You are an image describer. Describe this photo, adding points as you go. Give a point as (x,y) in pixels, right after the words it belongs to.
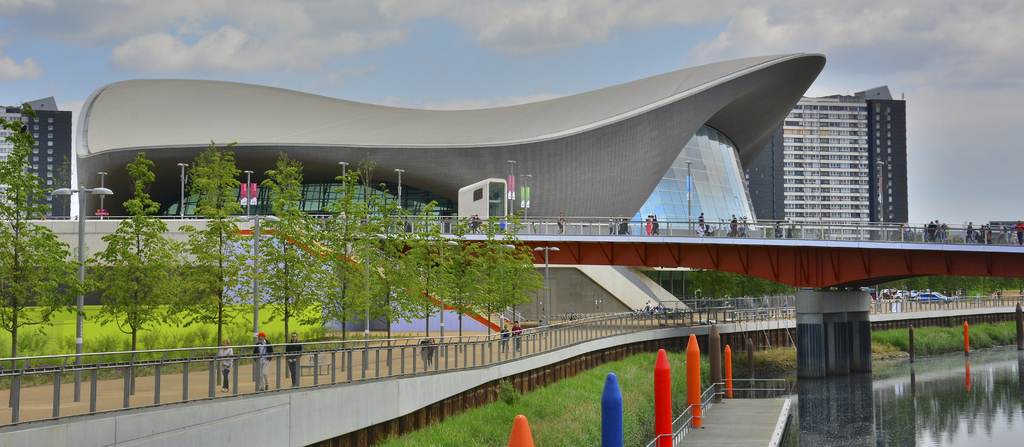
In this image few persons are walking behind the fence (553,324) which is on a bridge (997,268). Left side (38,258) there is a grassland (197,342) having few plants (162,336) and trees (276,286). Behind there are few buildings (491,159). Bottom of image (727,386) there are few poles (696,401) on the floor (747,425) having fence (770,390). Behind there is grassland (489,418). Few pillars (800,332) of bridge (856,350) are in water (885,387). Top of image (425,45) there is sky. Few street lights (81,248) are behind the fence (214,348).
